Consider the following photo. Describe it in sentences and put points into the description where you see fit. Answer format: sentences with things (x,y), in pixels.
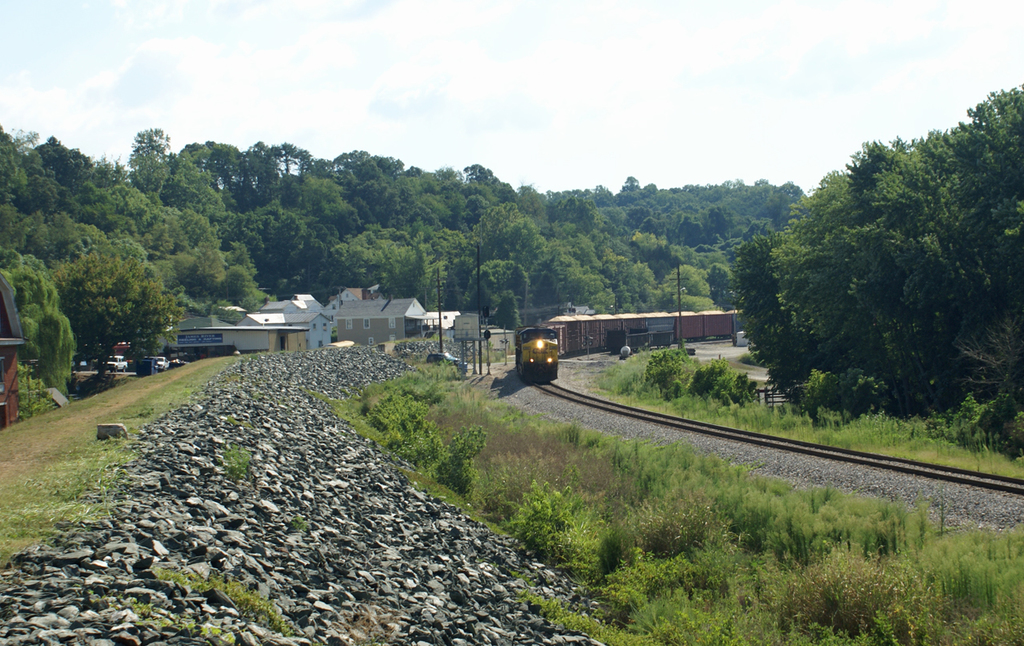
In this picture we can see a train (625,320) on a railway track (889,457), plants (385,405), stones (448,629), grass (75,417), buildings (183,346), vehicles (163,364), trees (736,261), poles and some objects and in the background (85,65) we can see the sky (460,80) with clouds (459,85).
